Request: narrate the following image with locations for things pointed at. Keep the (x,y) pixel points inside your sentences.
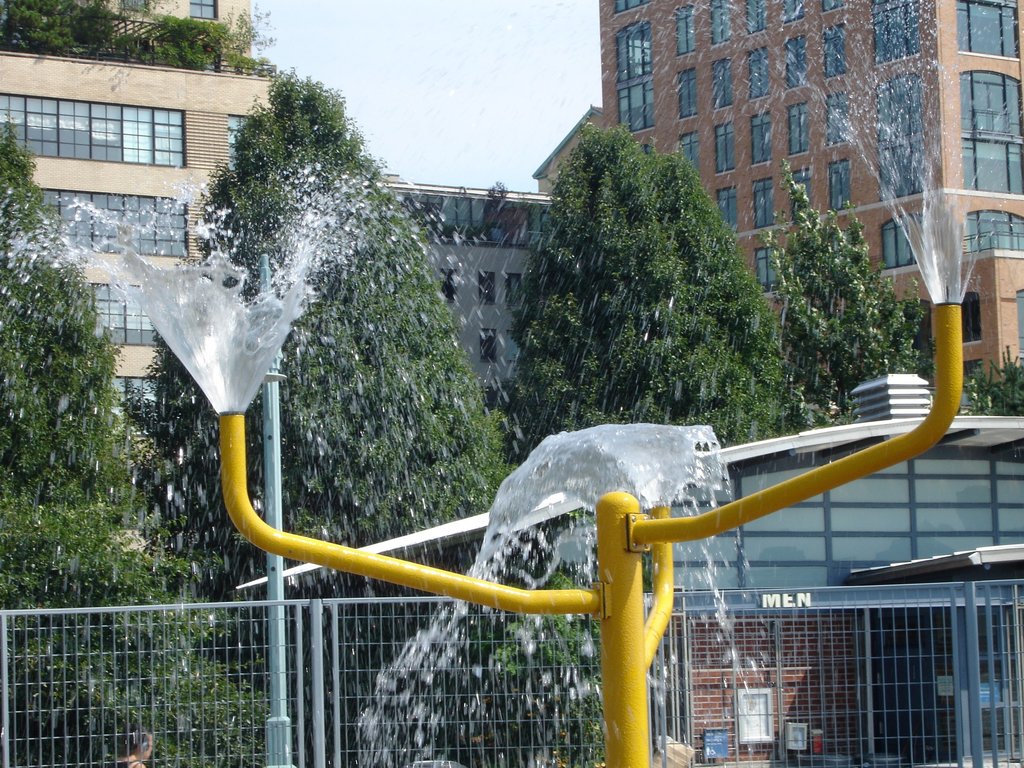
Water (500,560) is coming from this rods (231,437). Background (732,73) there are buildings (638,108) with windows (726,96) and trees (586,328).
